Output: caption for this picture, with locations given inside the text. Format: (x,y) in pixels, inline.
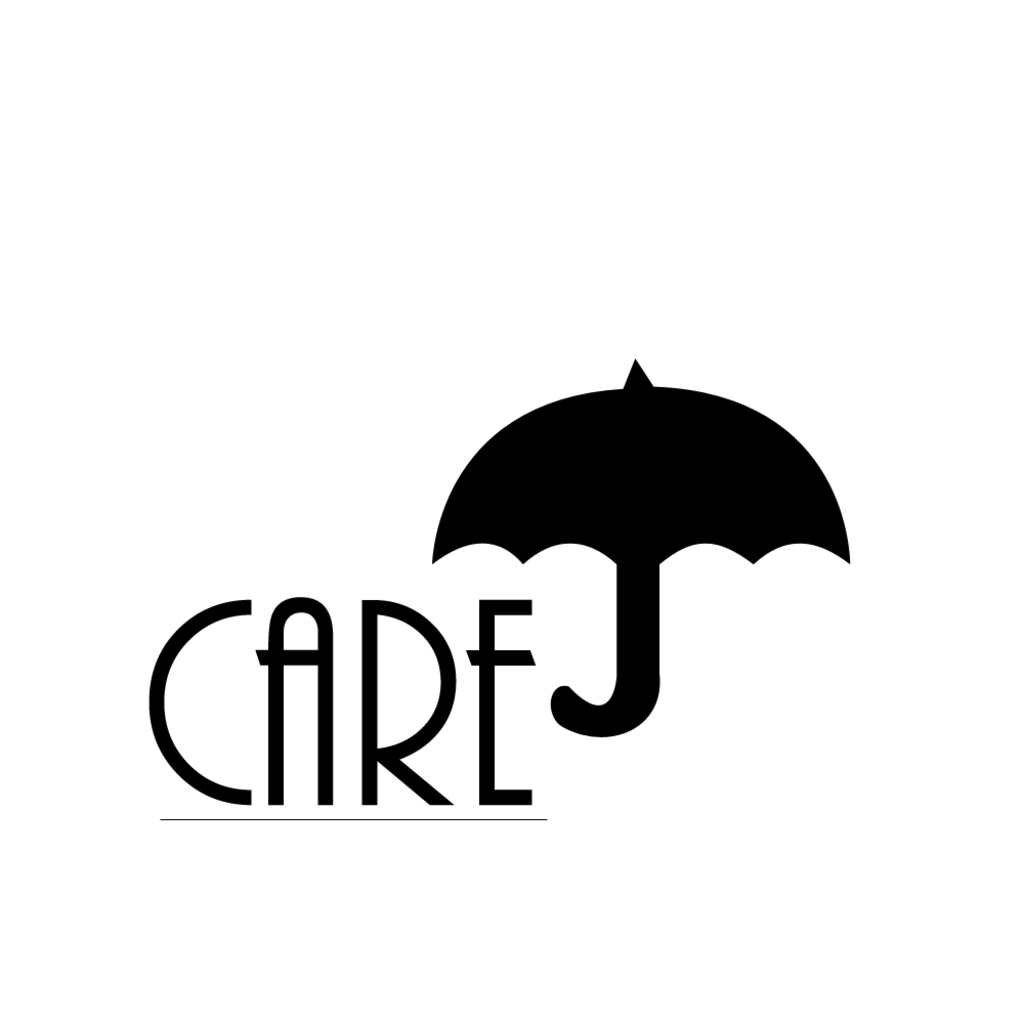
In this image we can see some text (489,619) and a umbrella (551,524) on a white color background (631,791).
